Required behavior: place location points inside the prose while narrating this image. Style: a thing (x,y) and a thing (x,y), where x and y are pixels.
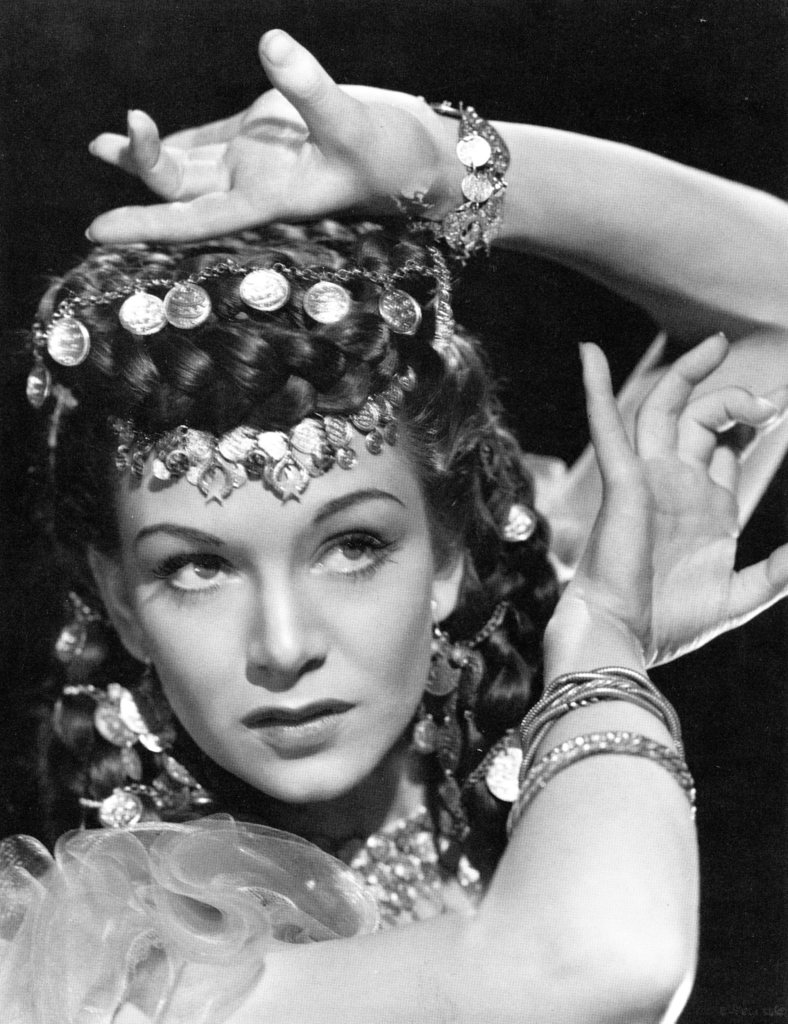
In this picture we can see a woman (398,783) and in the background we can see it is dark.
